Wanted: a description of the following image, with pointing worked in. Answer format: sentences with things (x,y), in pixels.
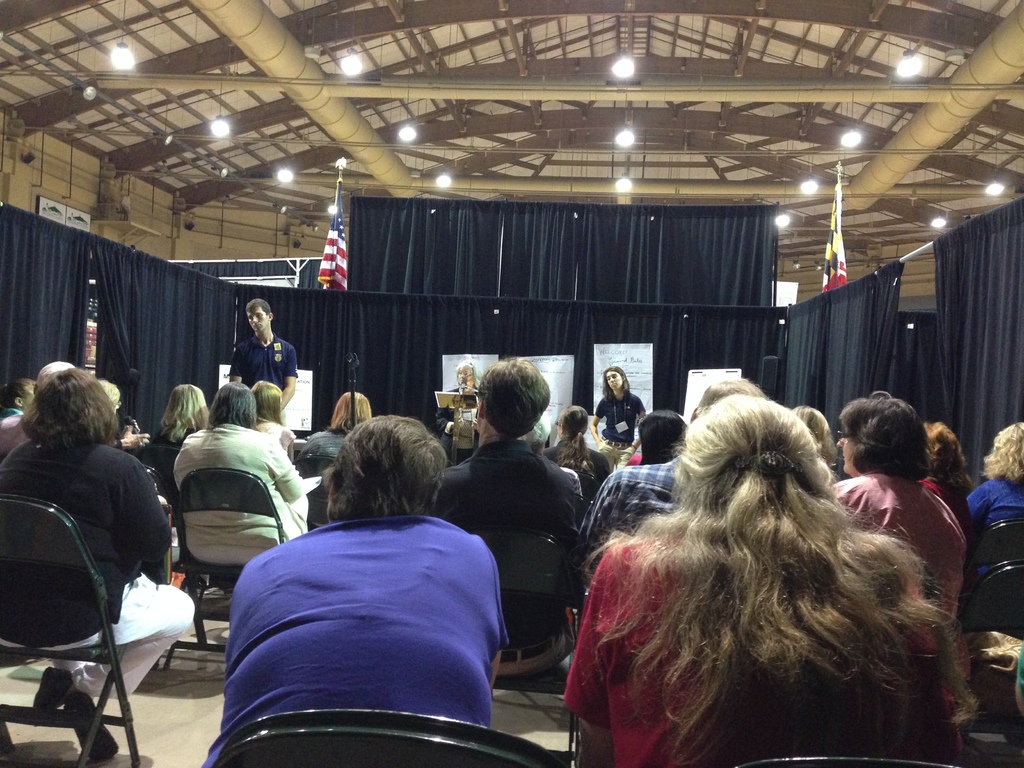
In this image we can see this people (609,513) are sitting on the chairs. This person (474,375) is standing at the podium (459,414). In the background of the image (586,324) we can see banners (618,360), blue curtains (630,338), flags (335,248) and lights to the ceiling (725,71).
